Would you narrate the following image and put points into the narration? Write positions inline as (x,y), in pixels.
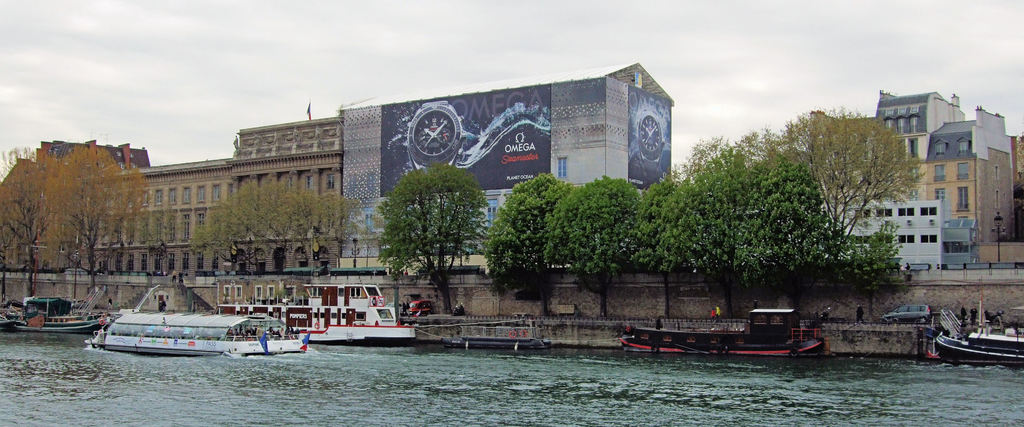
In the foreground of the image (818,352) we can see group of boats (650,341) in water (66,334), a group of people (995,318) standing on the ground (445,316), some cars (904,308) are parked on the ground (514,314). In the center of the image (444,243) we can see a group of trees (606,238). In the background (139,268) a banner (432,144) with some text (527,158) on it, group of buildings (902,203) with windows (942,177), light poles (998,226), barricades (943,266) and the sky (190,76).
